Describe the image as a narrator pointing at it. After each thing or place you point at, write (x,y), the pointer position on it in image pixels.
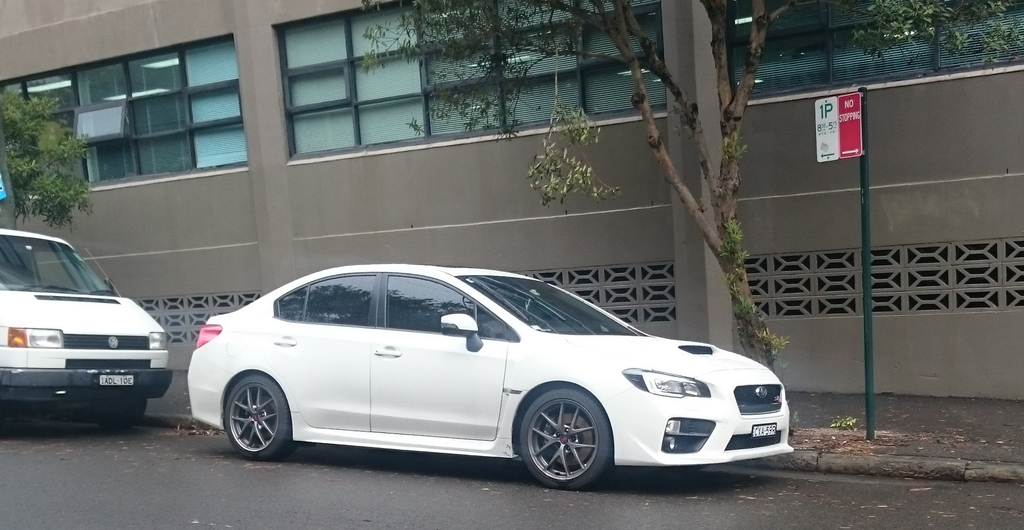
In this picture we can see couple of cars (209,393) on the road (201,459), beside to the cars (594,383) we can find few trees (693,219), sign board (823,142), metal rod (868,280) and a building (297,35).
